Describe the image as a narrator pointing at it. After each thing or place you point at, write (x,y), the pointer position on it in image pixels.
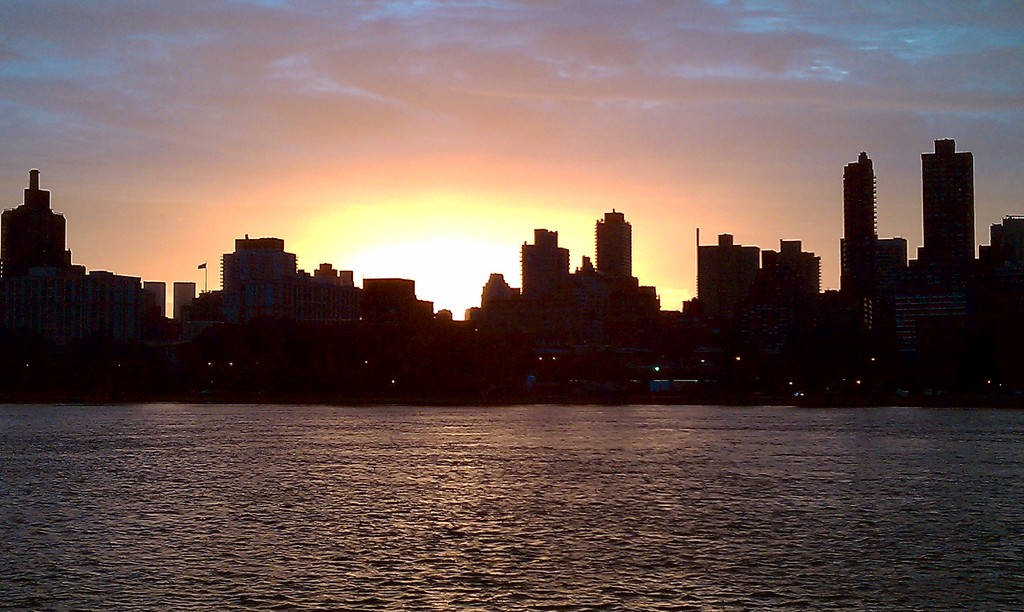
In this picture I can see there is a river (616,461) and I can see there are some buildings (242,301) in the background (375,230) there is a sunrise (453,257) and the sky (464,108) is cloudy.
